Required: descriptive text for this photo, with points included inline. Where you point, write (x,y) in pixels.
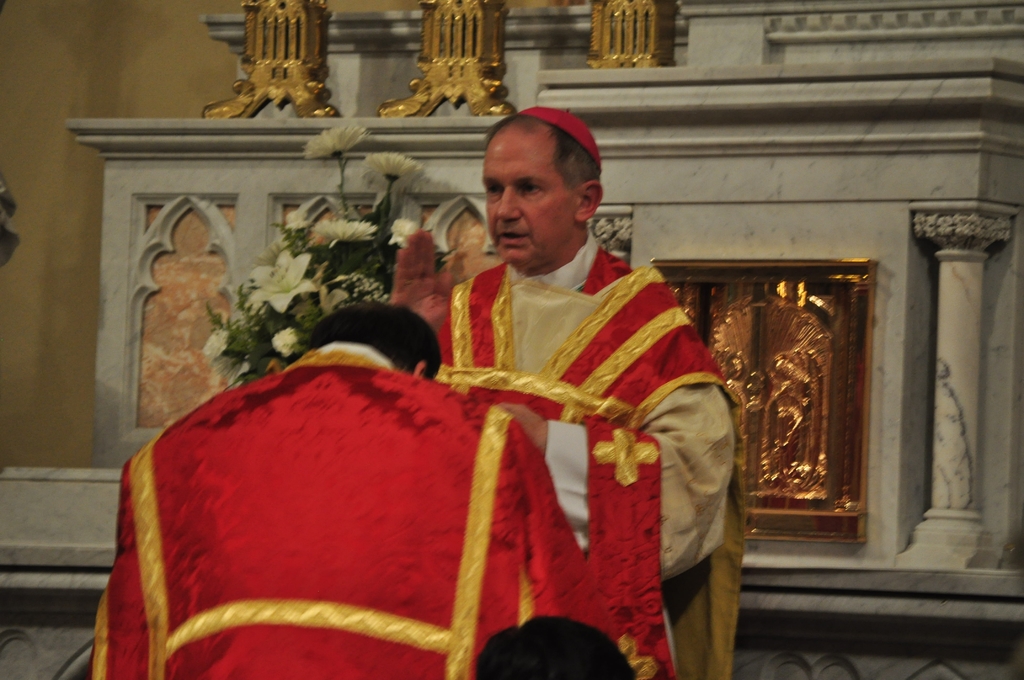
In the image there is a priest (550,288) in red dress (586,359) standing in the front (520,300) with a person (413,370) in front of him and behind him there is wall (153,105) with a flower bouquet (355,291) on the shelf (432,147).
